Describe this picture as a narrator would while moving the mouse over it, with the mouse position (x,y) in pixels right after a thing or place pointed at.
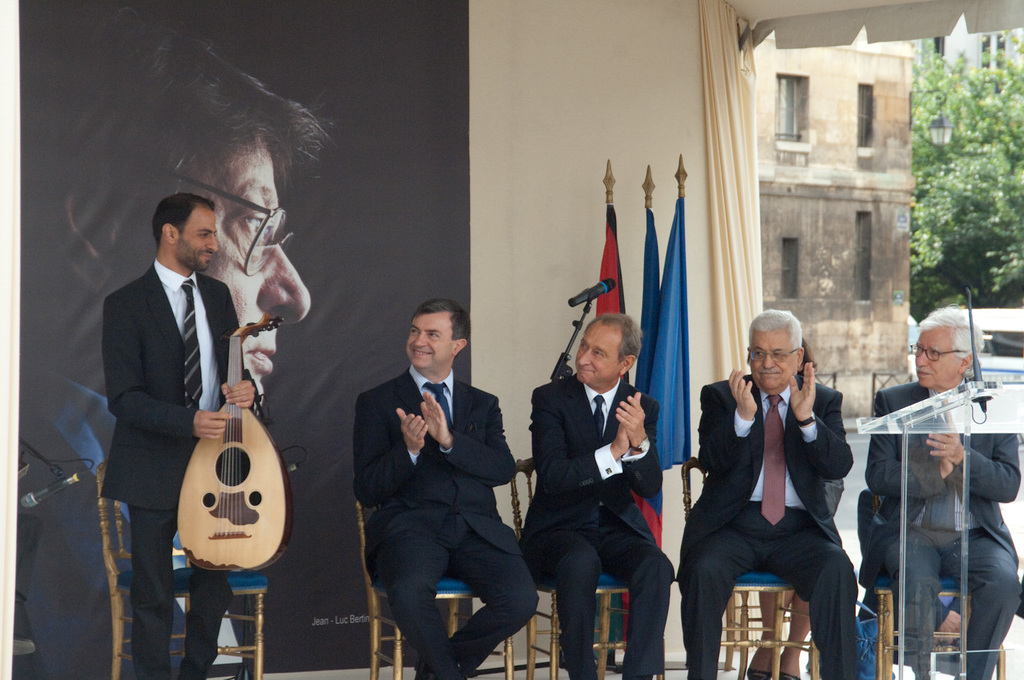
This image is clicked in a program where there are 5 man (382,428) in this image. Right side (979,242) the tree (1006,174) on the top (1000,49) and a building (851,165). There is a curtain (717,146) on the right side (717,165). 4 men (391,401) are sitting and one man (152,378) is standing he is holding a musical instrument (219,506). There are 5 chairs (372,602) in this image there is a mic stand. There are three flags (647,287) in this image. Behind them there is a picture (210,148) of one man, there is a podium (944,428) in the right side (1005,422) and there is mic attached to that podium (946,430).
